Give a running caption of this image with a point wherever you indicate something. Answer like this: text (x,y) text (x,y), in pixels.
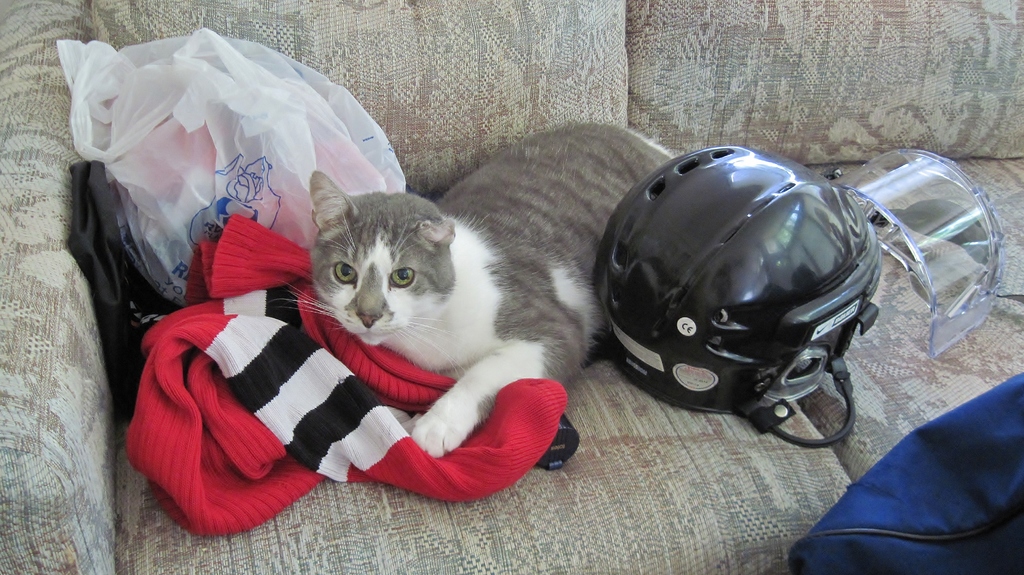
In this picture we can see a couch (861,81). On the couch (400,35) we can see a helmet (870,231), cat (430,281), sweater (190,469) and plastic covers (220,157). In the bottom right corner (937,485) we can see a bag (936,487).
